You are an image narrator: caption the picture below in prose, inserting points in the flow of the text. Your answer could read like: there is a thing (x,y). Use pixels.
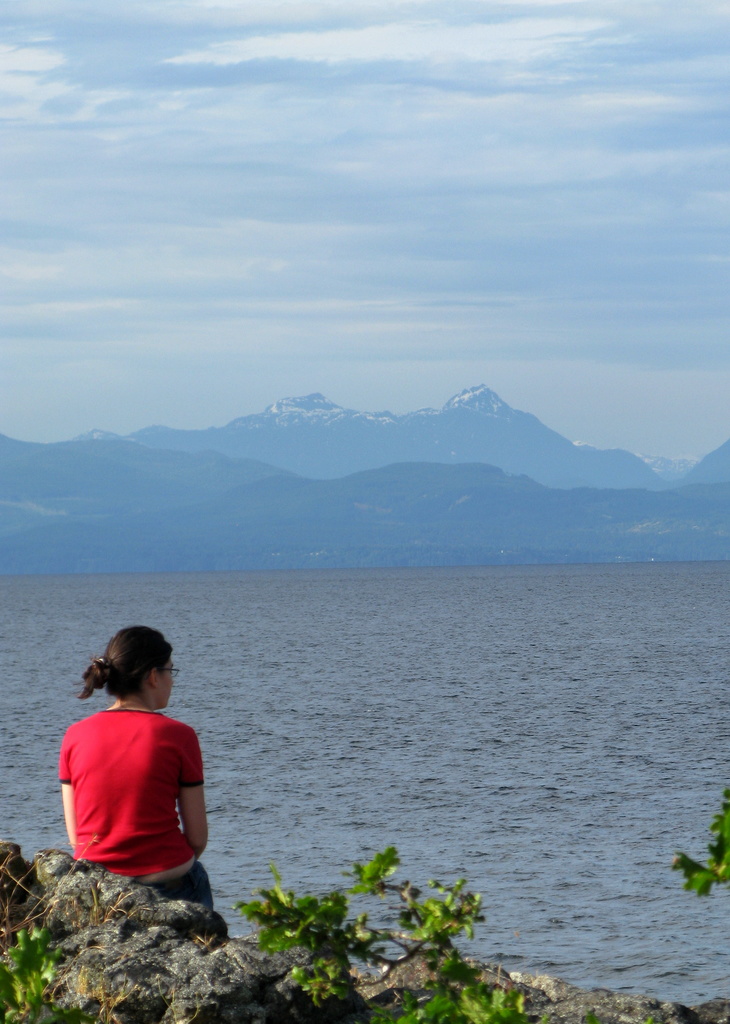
In this image we can see a cloudy sky (399,345) and some mountains (389,437). There is a sea (475,698) in the image, a lady (141,812) is sitting on the rock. We can see a tree (714,851) at the bottom of the image (475,985).
